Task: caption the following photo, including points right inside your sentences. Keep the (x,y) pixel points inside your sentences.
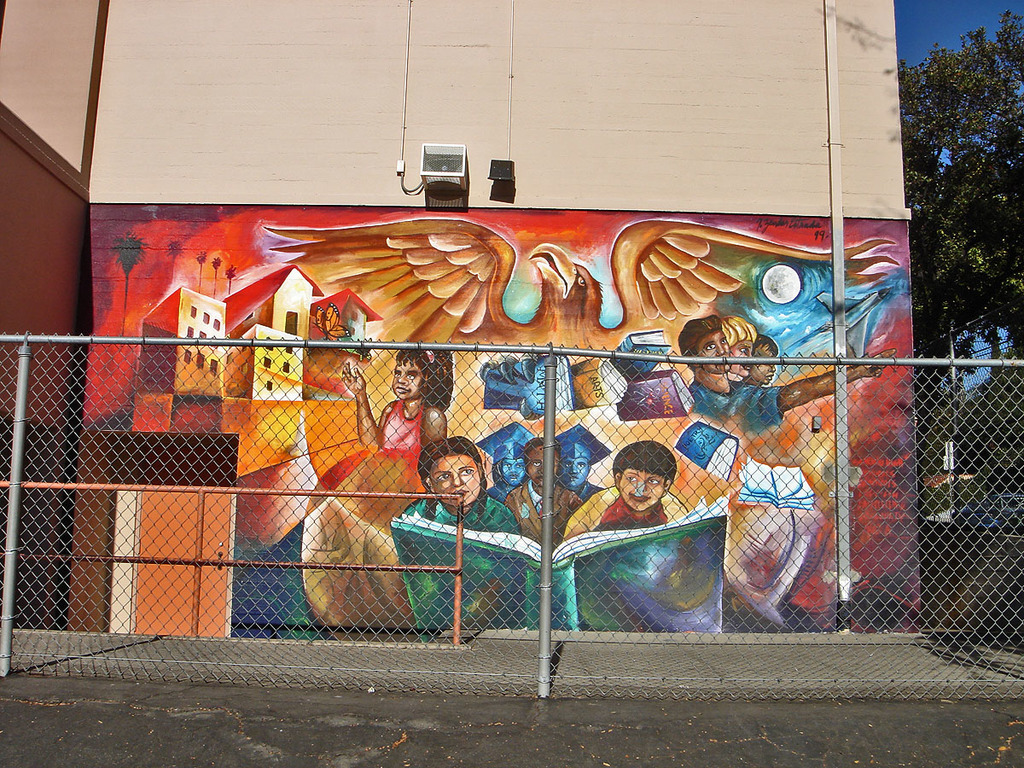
In this image I can see the railing (776,358), background (492,282) I can see a board (486,309). On the board (282,290) I can see few paintings (241,370) in multi color and I can also see a light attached to the board (568,217). Background (963,85) I can see trees (959,186) in green color and the sky (948,35) is in blue color.
